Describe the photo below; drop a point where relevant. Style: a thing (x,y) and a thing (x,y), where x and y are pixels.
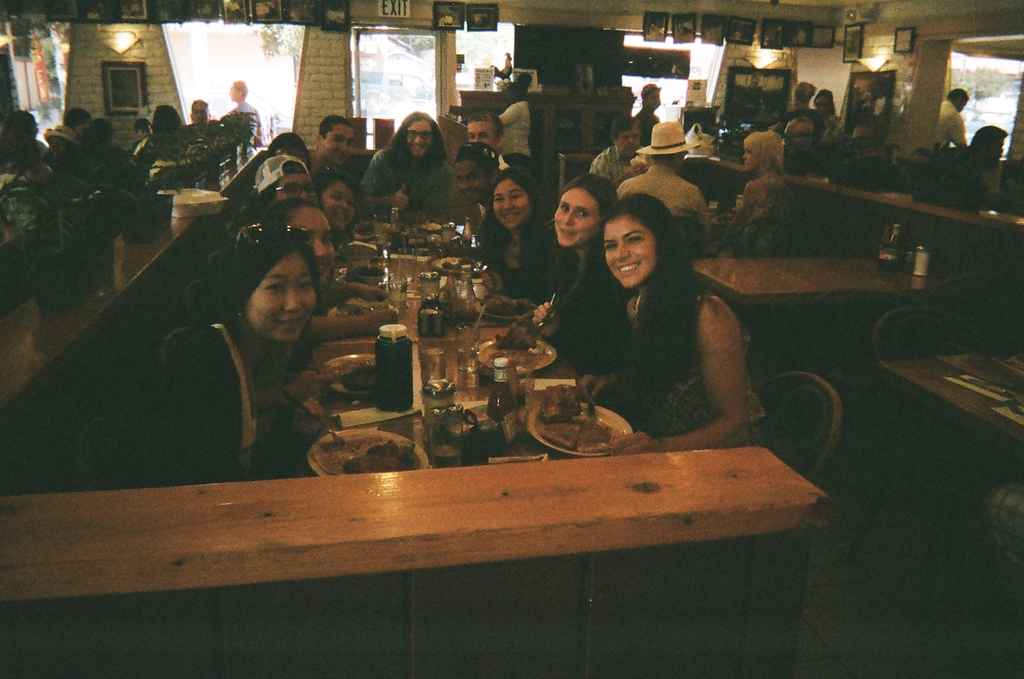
In this picture we can observe some people (524,259) sitting in the chairs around the table (438,338). There is some food (373,370), glasses (387,266) and some bottles (408,356) on the table (416,291). We can observe men (310,181) and women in this picture. We can observe a photo frame (110,93) fixed to the wall (80,62). In the background (272,32) there are trees (427,52).
